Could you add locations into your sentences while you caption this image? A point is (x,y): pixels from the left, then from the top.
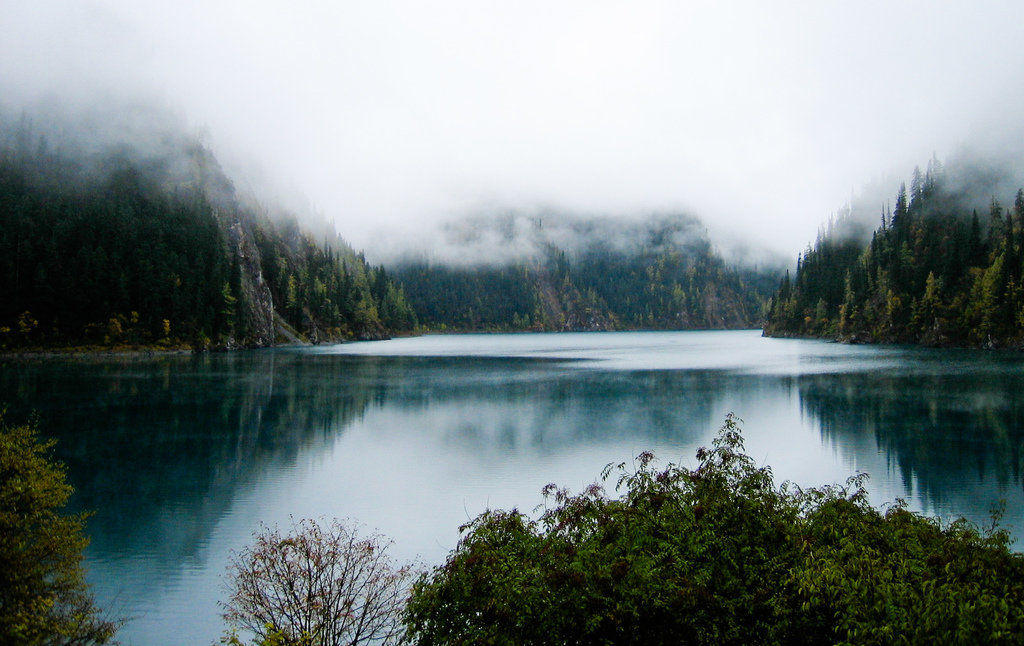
There are trees (50,276) in the middle of this image (478,293) and at the bottom of this image (545,579) as well. We can see the surface of water (352,427) is behind the trees (567,645) and we can see the sky (485,129) is at the top of this image (460,182).
